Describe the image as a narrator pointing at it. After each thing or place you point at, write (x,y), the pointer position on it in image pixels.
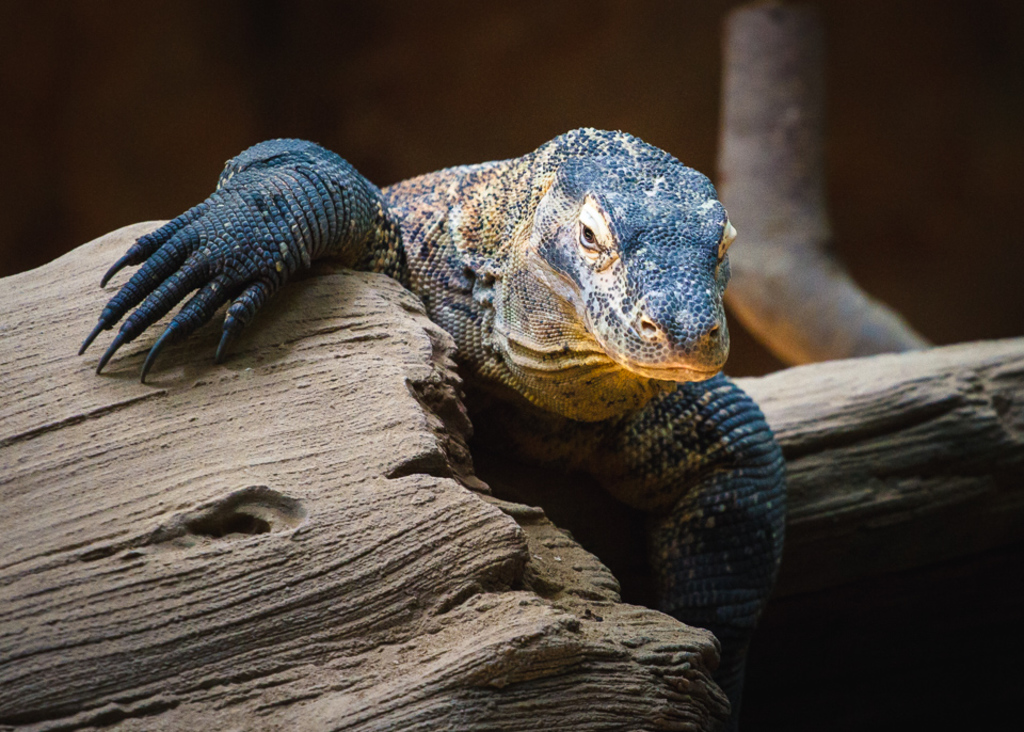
This image consists of an animal (518,416). It is in black color.
